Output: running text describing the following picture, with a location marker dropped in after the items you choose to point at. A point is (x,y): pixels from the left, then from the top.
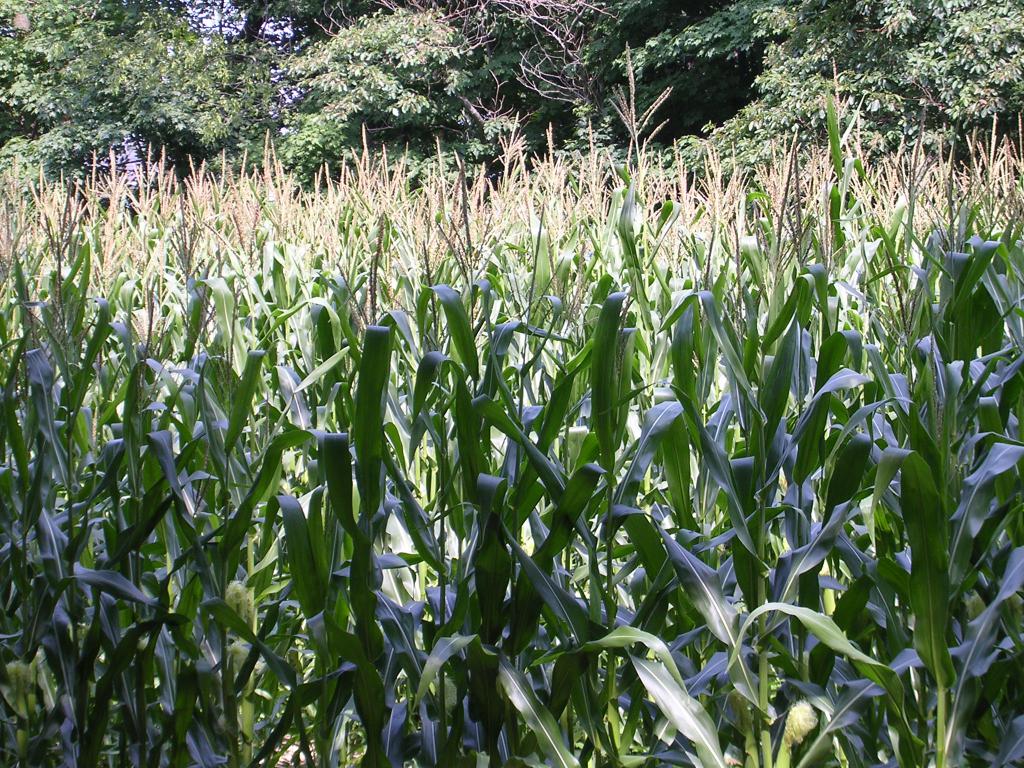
In this picture there are plants (681,281) and there are trees (471,136). At the top (209,21) there is sky (214,13).
